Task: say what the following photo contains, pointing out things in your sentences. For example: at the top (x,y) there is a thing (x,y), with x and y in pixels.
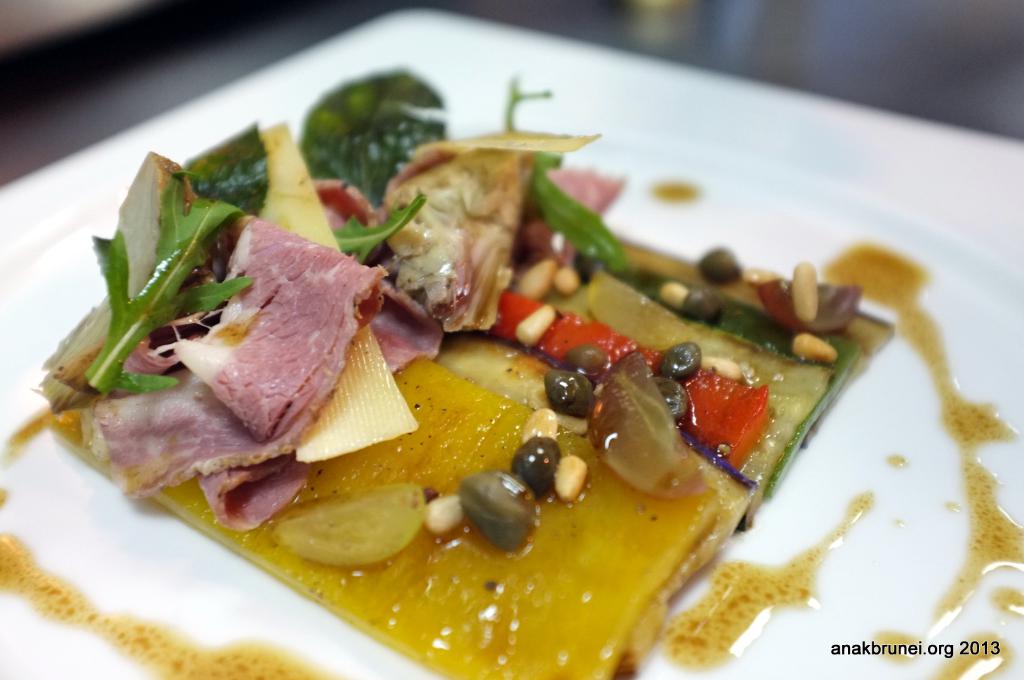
In the image there is some cooked food item (298,332) served on a white plate (697,143).
